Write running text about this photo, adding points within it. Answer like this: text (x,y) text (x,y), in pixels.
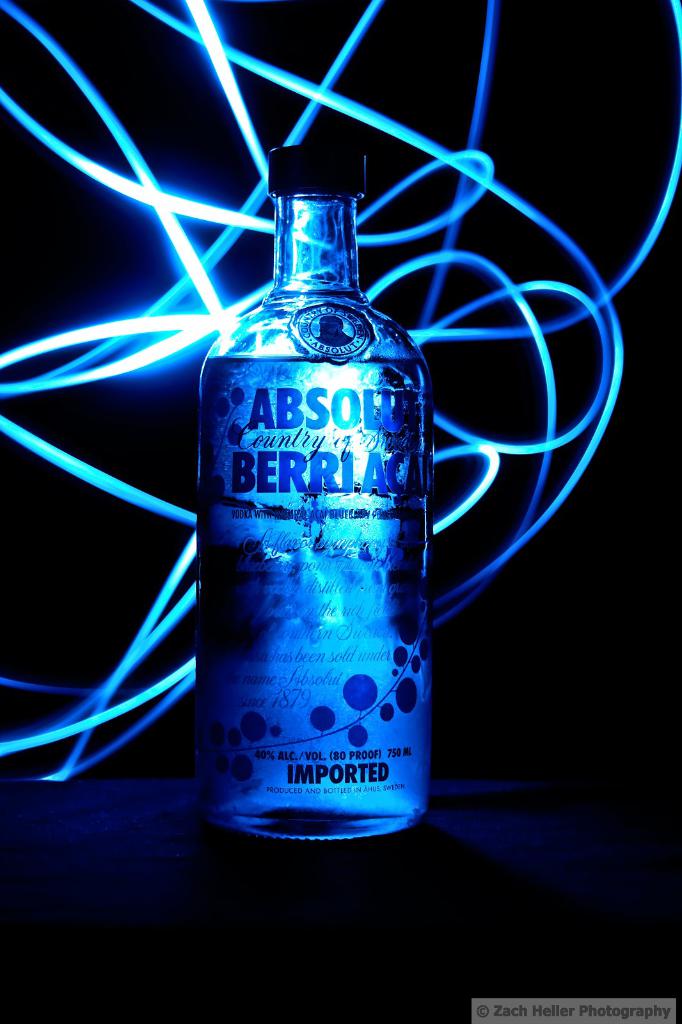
This looks like a glass bottle (309,594) with some liquid (355,588) inside it. This bottle (321,344) is covered with a closed cap (315,178). This is placed on the table (510,866). At background (152,204) I can see some blue colored lines (128,371) on the dark background (153,195).
